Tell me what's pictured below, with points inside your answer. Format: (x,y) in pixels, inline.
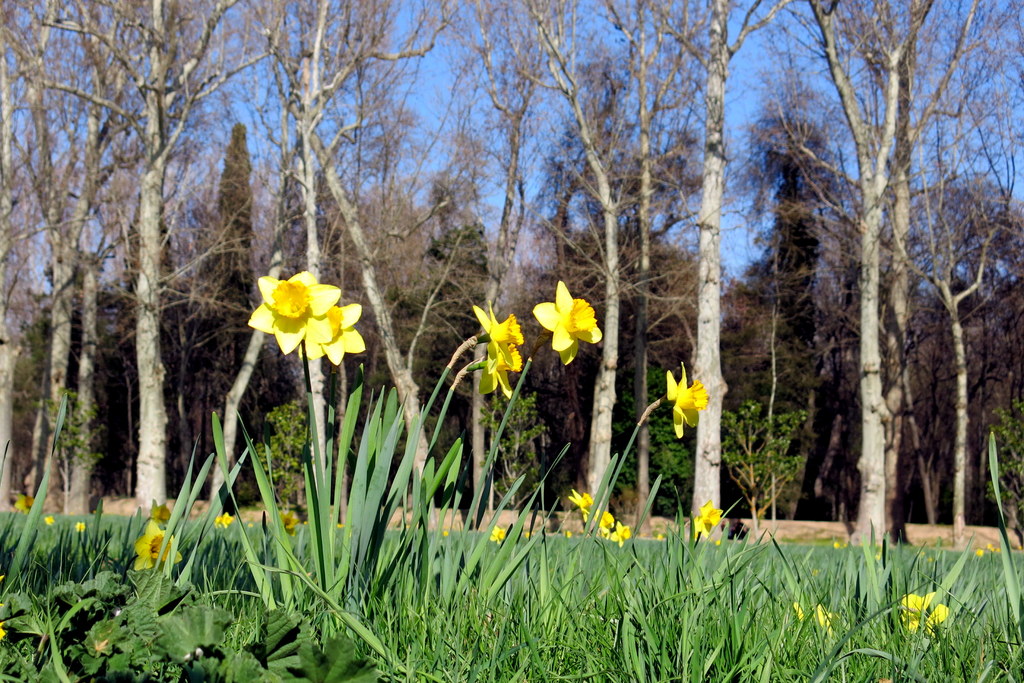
In this picture we can see plants (715,586) and flowers (541,307). In the background of the image (524,301) we can see trees (524,301) and sky (454,62) in blue color.
